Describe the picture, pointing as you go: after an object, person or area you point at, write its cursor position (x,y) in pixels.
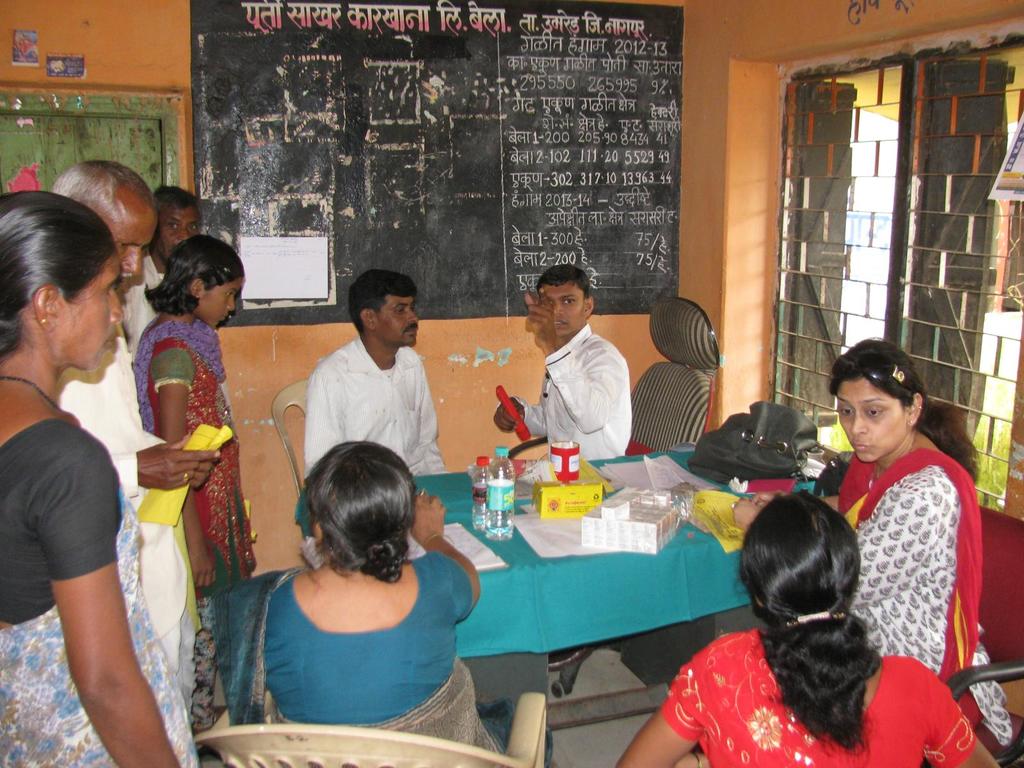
In the image we can see there are people (225,503) standing and some of them are sitting, they are wearing clothes (371,638). Here we can see a table (524,589), on the table (517,573), we can see a water bottle (480,511), handbag (734,473), papers (531,510) and medicines (573,506). There are even chairs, here we can see a blackboard (417,254) window (943,301), window fence (943,287) and a door (17,137).
